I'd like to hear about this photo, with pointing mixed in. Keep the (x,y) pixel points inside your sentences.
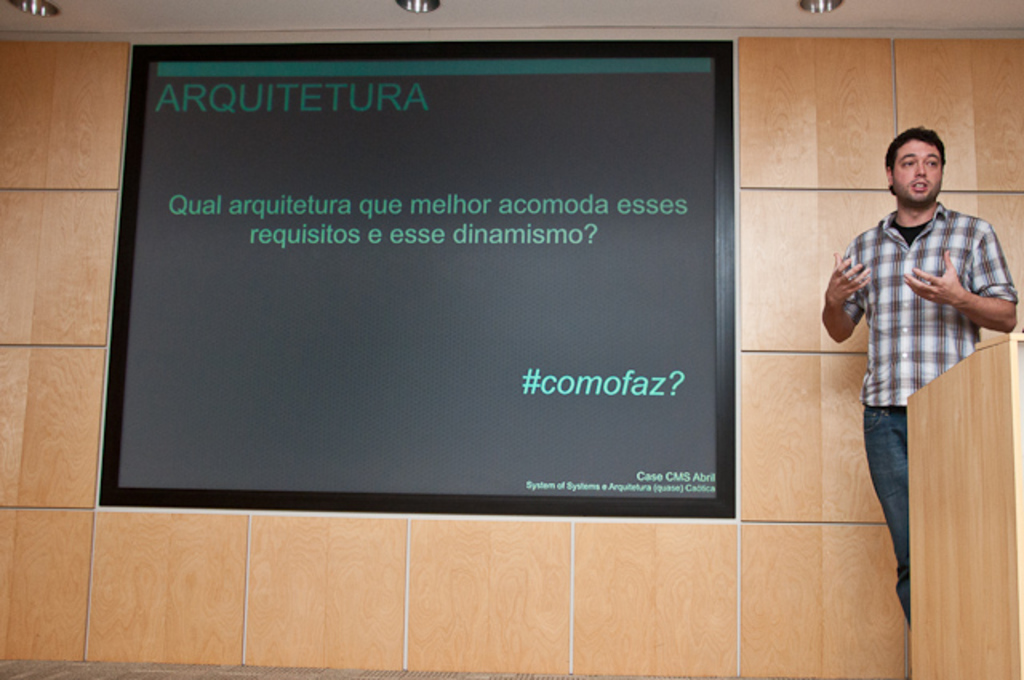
Here we can see a man (1016,318) and this is a podium (987,596). In the background (382,626) there is a screen (659,320) and wall (171,619).
